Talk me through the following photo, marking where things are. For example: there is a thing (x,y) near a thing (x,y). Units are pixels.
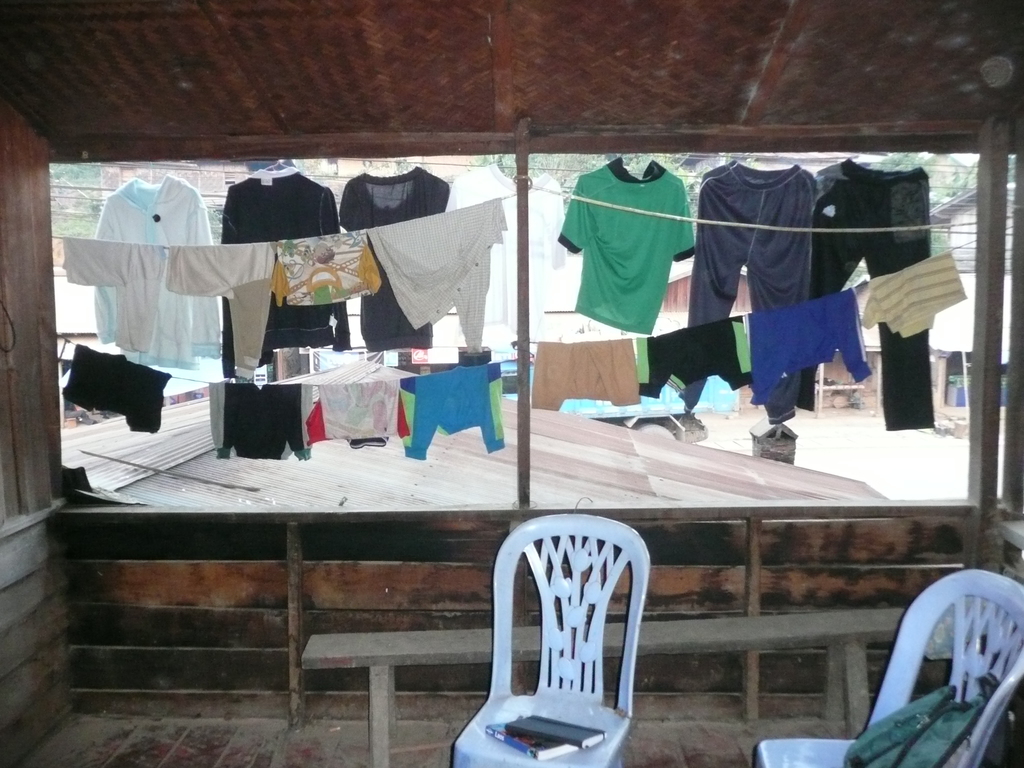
In this picture we can see bench (811,635), chairs (912,627) and on chairs (522,755) we have books (554,738) and bag (869,736) and from window (507,382) we can see clothes (542,227) are hanged to rope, vehicle (668,433) on road (850,428), trees (555,172), wires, wooden pole (1006,141).
